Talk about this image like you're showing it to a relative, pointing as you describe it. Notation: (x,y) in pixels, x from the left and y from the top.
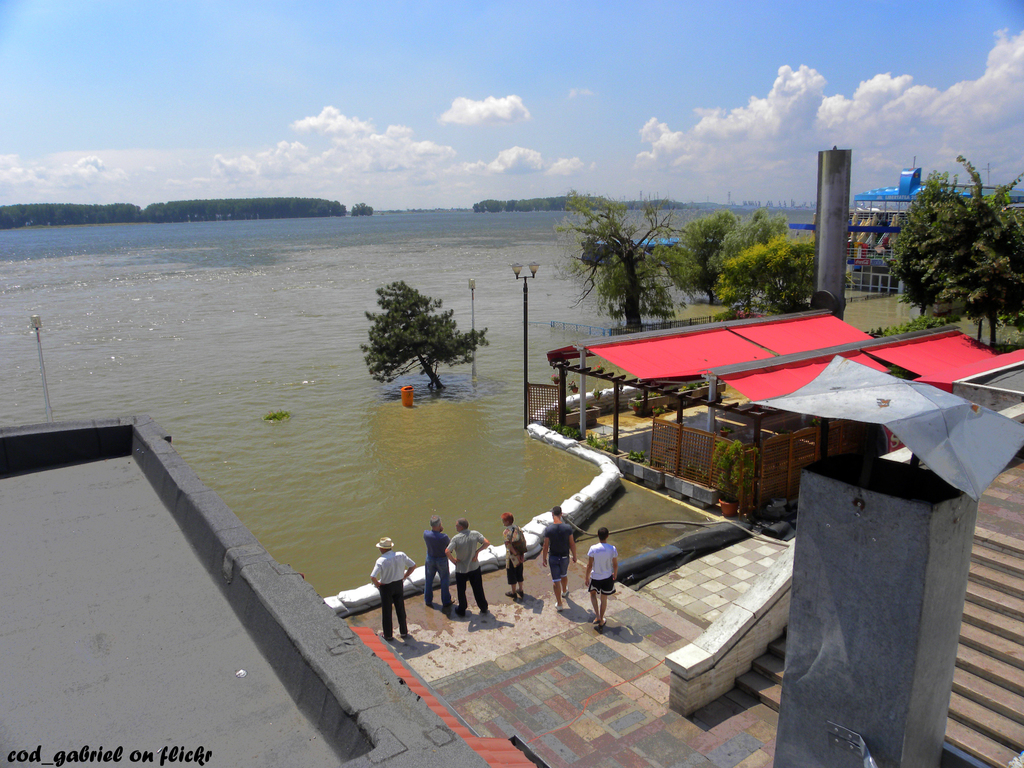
In this image we can see some buildings (883,757) and the sheds (784,414). We can also see some metal poles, a fence (768,464), some plants (745,480) in the pots (727,508) and a group of people (604,534) standing. We can also see a large water body (318,397), a container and a barrier (549,436) in the water (534,510), a street lamp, a pipe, a group of trees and the sky (621,171) which looks cloudy.
